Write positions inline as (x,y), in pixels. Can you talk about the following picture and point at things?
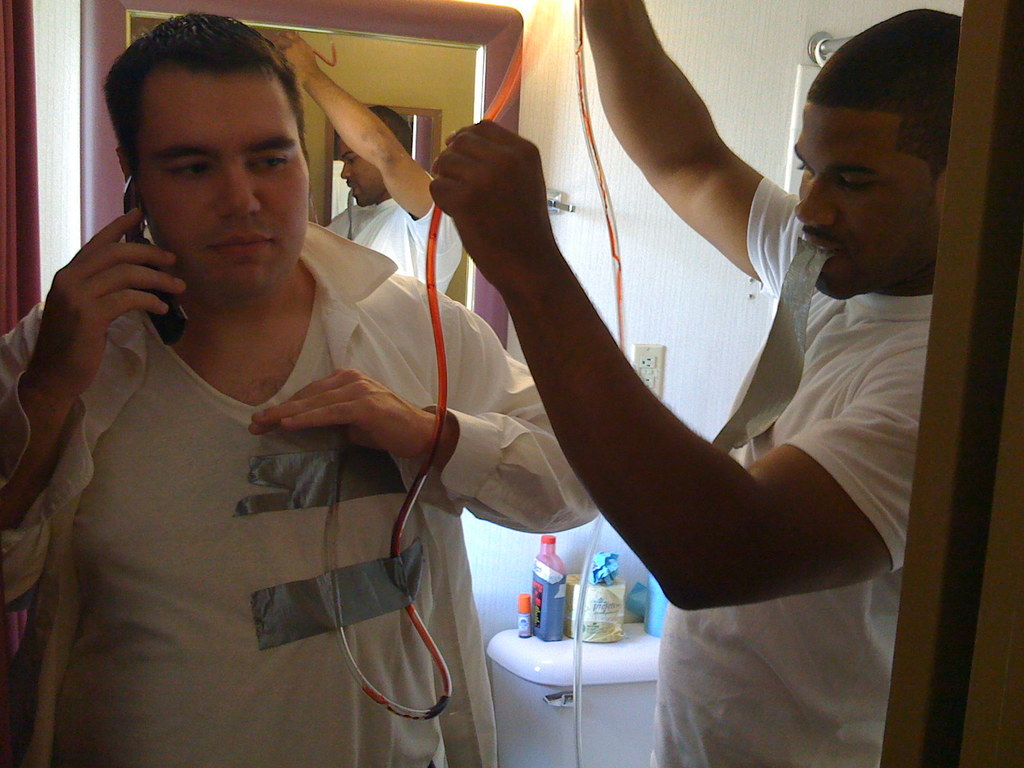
In this picture there is a man (198,648) on the left side of the image (297,337), by holding a phone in his hand (173,254) and there is another man (766,222) on the right side of the image (780,229), by holding a pipe (589,136) in his hands (512,255), there is a sanitary equipment (536,763) and a mirror (501,30) in the background area of the image (349,90).
